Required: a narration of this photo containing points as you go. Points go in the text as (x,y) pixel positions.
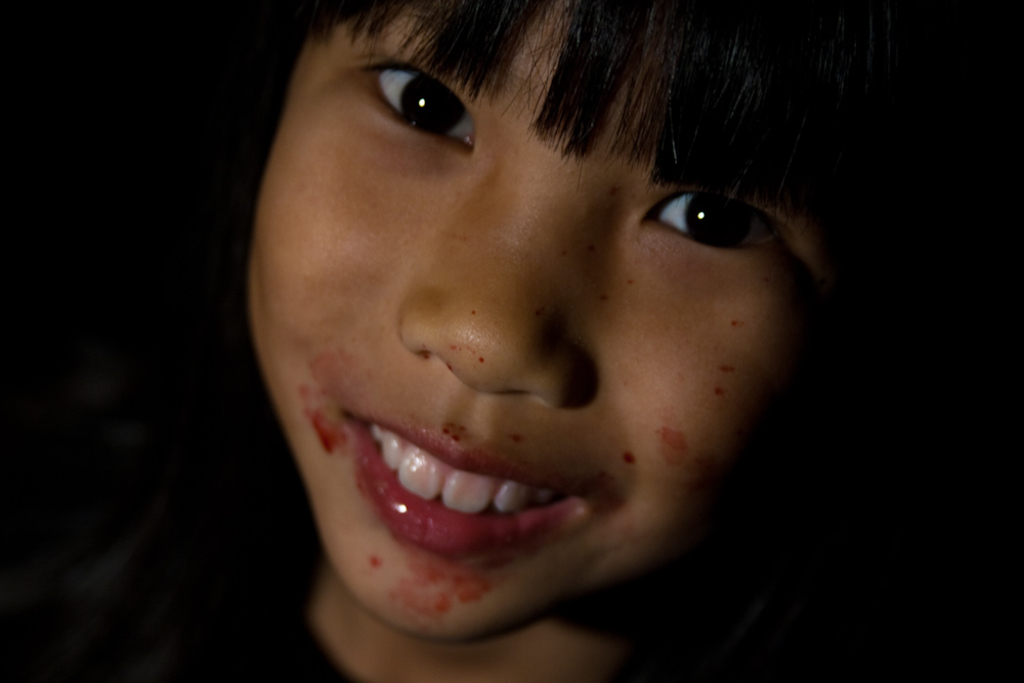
Here we can see a girl (443,377) and she is smiling. There is a dark background (926,640).
